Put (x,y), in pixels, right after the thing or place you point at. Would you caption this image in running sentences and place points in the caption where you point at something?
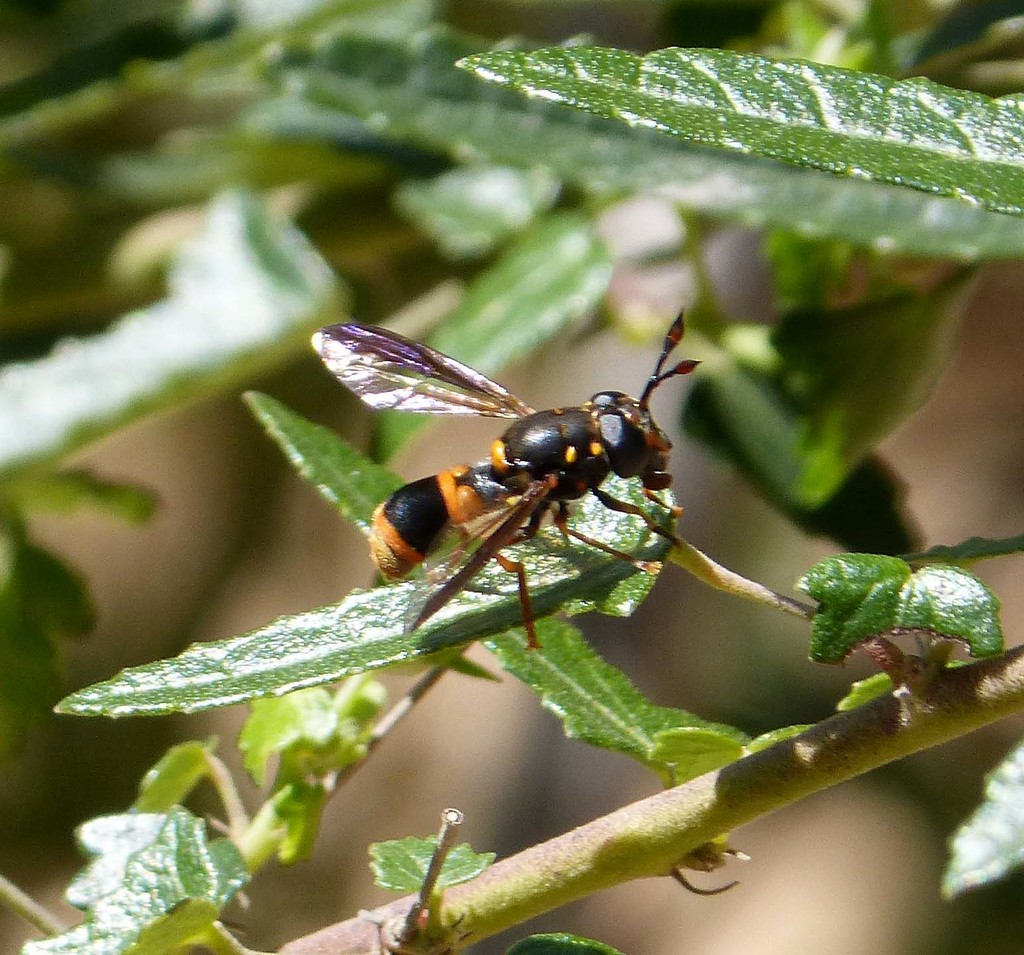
In the image there is an insect (416,494) laying on a leaf (605,534) of a branch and the background of the insect (494,450) is blur.
